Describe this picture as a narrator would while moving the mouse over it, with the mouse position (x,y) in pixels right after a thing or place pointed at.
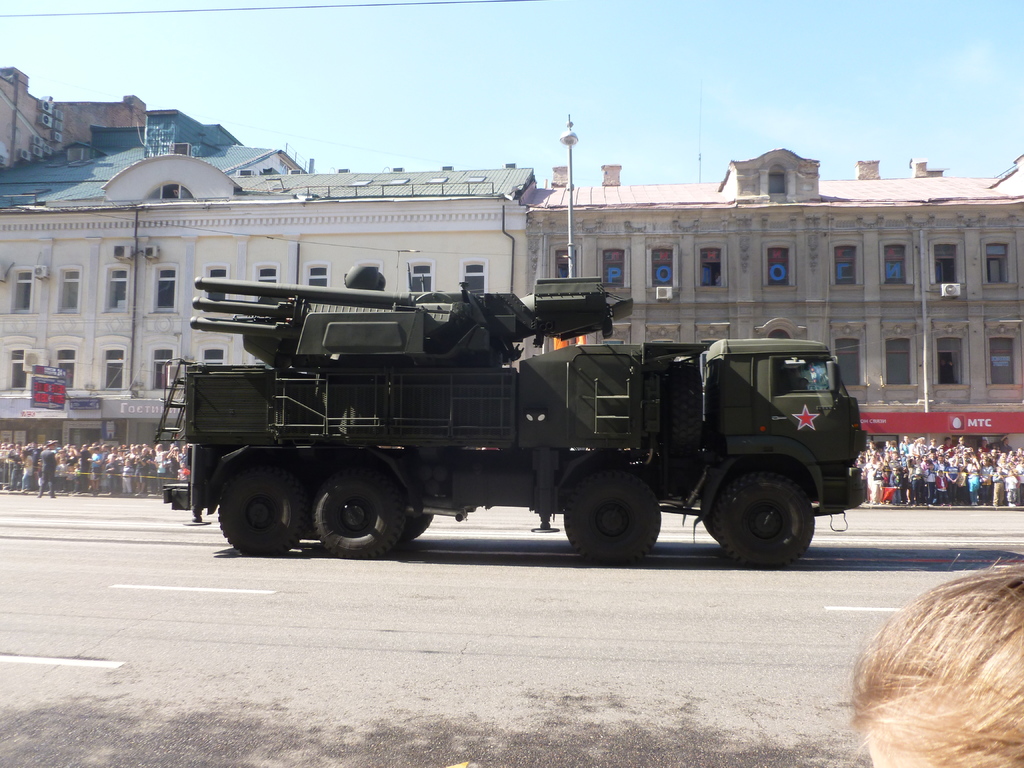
In the center of the image (530,373) we can see vehicle (350,457) on the road (525,704). In the background (402,273) we can see buildings (126,273), persons (966,501), stores (28,394) and sky (241,105).
